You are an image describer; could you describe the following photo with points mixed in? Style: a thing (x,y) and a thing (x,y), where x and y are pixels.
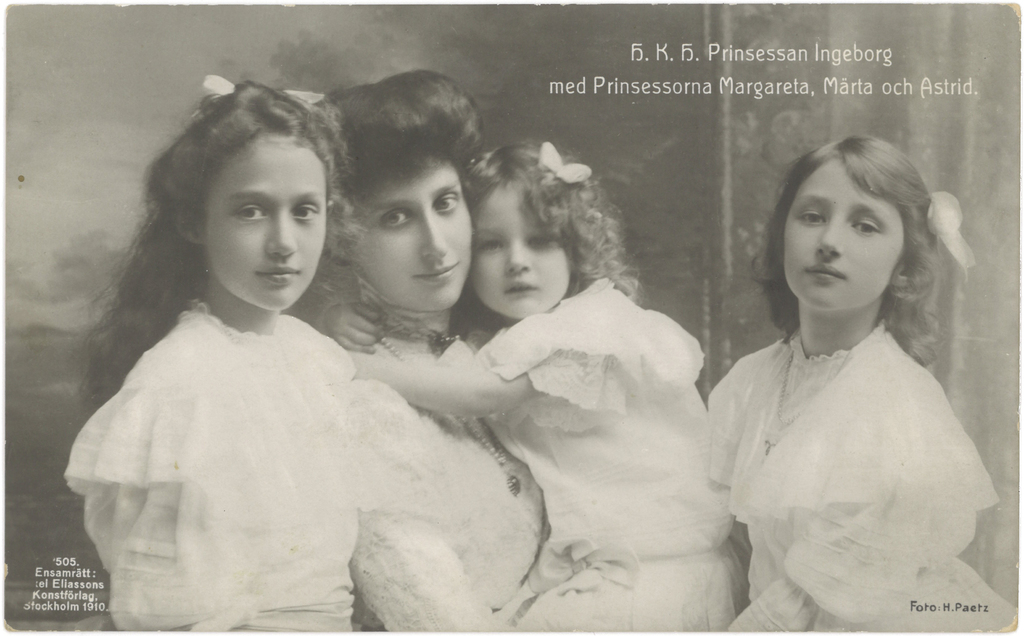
In this image, we can see a lady (414,324) holding a kid (598,393) and there are two girls (177,397) on both sides.
